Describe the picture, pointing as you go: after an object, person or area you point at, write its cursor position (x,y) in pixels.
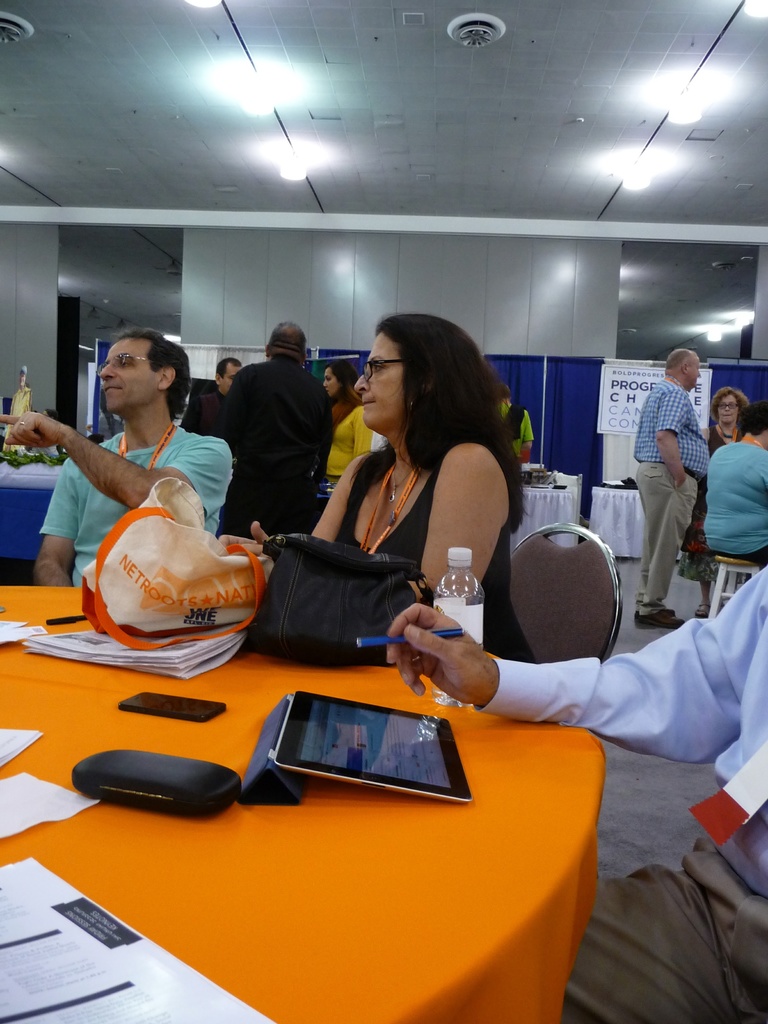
The image is inside the room (165,636). In the image there are three people (401,476) sitting on chair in front of a table (533,773), on table (536,777) we can see a cloth (536,780) which is in orange color, tablet (324,759), box (156,771), mobile (192,712), paper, bags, water bottle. On right side (696,442) we can see a man (703,458) standing and background we can also see some hoardings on top (428,65) there is a roof (447,115) with few lights (231,72).
